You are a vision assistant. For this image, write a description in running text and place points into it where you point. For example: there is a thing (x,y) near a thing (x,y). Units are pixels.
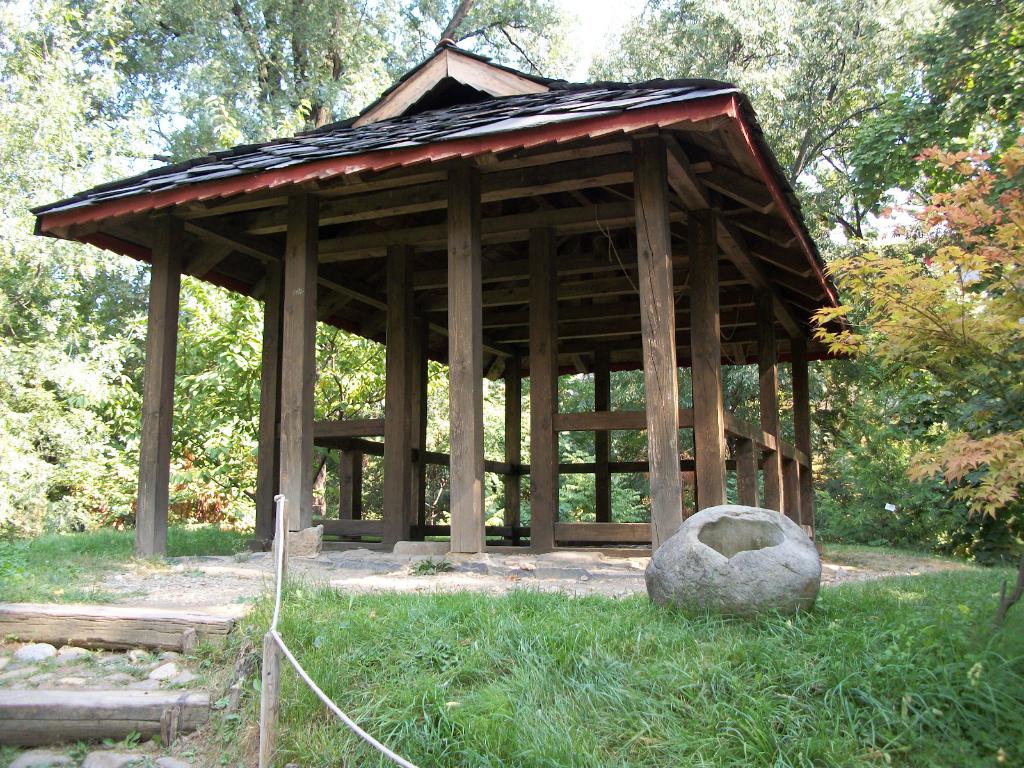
In the foreground of the picture (763,526) we can see staircase (171,626), grass (518,654), rope (282,502), rock (659,575), wooden poles (276,632) and a wooden construction (498,353). In the background (972,357) there are trees (613,491), plants (893,471) and sky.
